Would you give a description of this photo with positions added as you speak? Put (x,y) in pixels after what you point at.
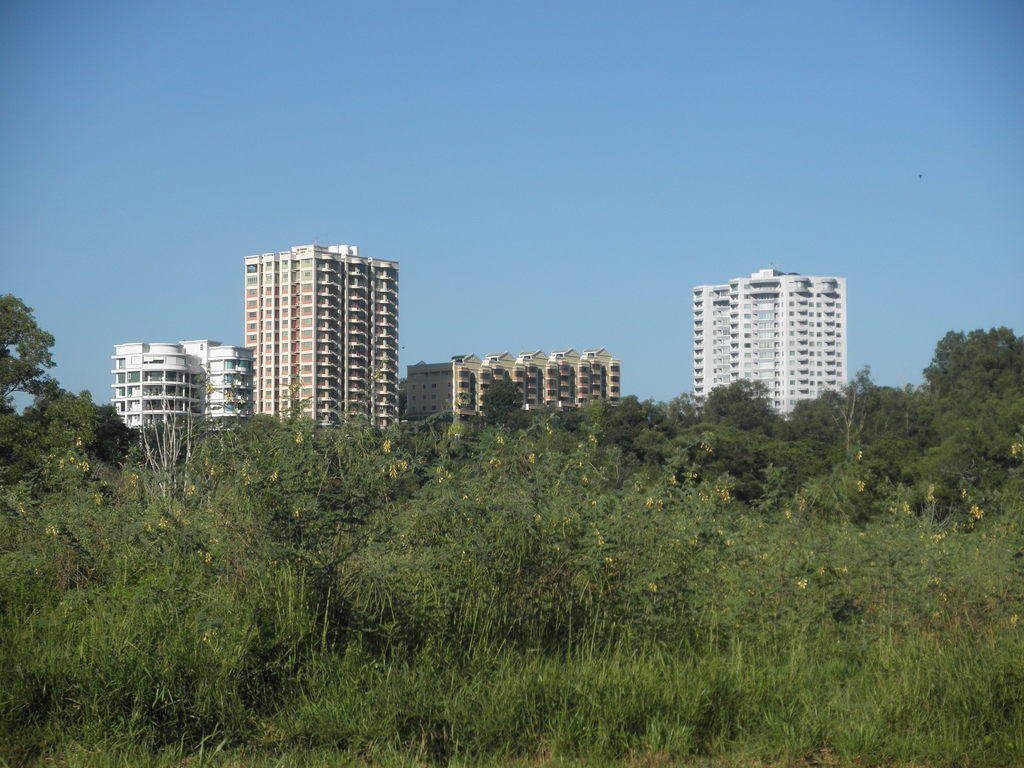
There is a lot of grass (196,679) and trees (286,543) and behind them there are four big buildings (493,357).
